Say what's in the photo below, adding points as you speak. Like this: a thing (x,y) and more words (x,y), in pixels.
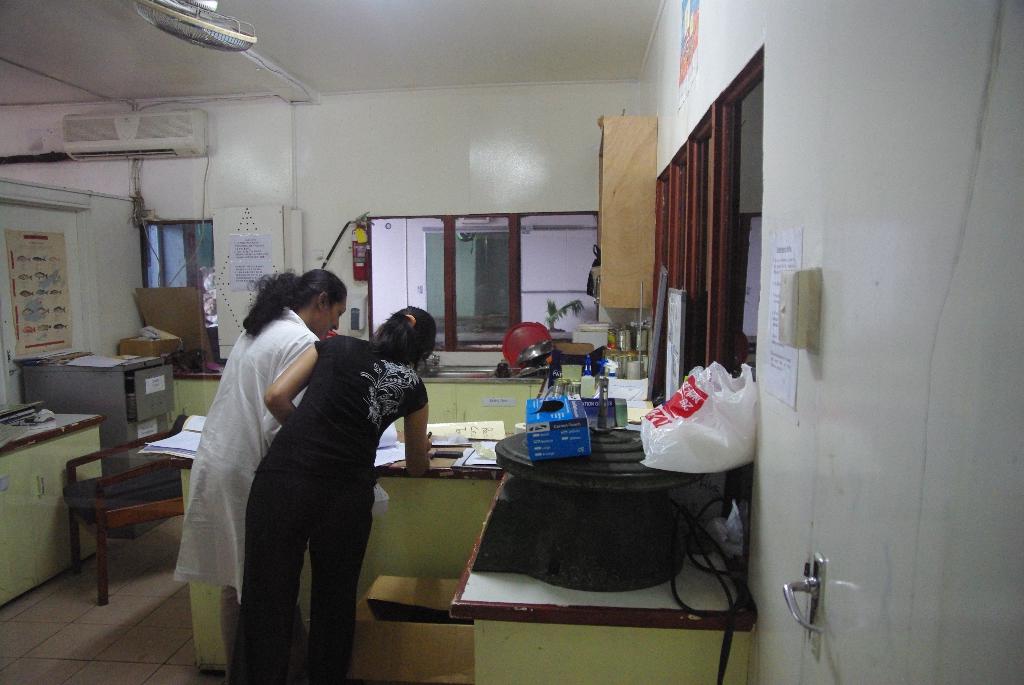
In this picture we can see two woman (301,387) bending and writing on paper (393,438) placed on a table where on table (610,430) we can see boxes (586,408), plastic covers (667,463), bottles (590,383) and in background (446,238) we can see wall (352,204), fire extinguisher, window (451,263), poster (43,301), AC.
